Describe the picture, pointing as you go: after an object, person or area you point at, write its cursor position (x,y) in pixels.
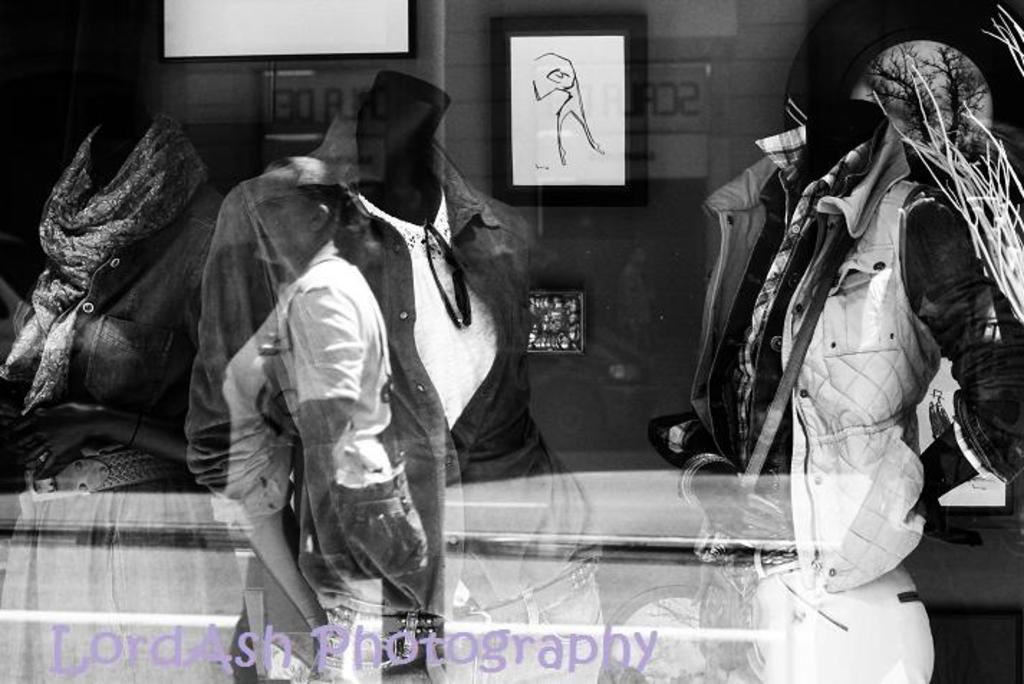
As we can see in the image there is a reflection (329,439) of a person (325,625) and a building (681,25).
